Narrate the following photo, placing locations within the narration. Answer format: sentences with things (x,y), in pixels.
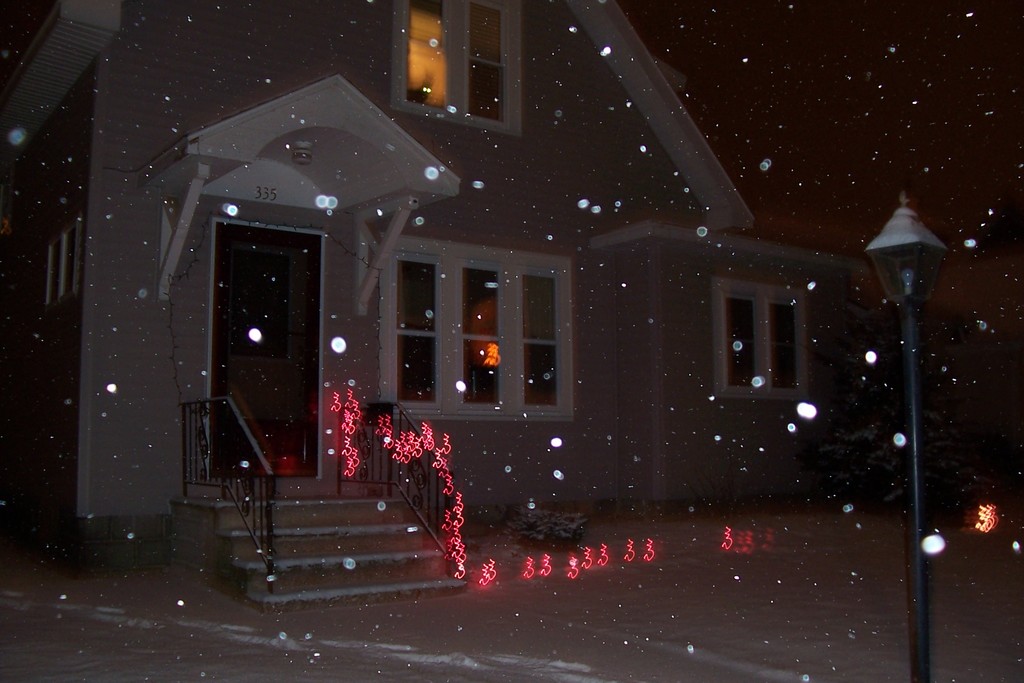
In this image, we can see a house (501,289) with windows (480,311) and a door (266,457). We can also see the ground (606,619) with some objects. We can also see a pole (918,638). We can see some stairs (355,559) and the railing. We can also see some decorative lights (347,428).
